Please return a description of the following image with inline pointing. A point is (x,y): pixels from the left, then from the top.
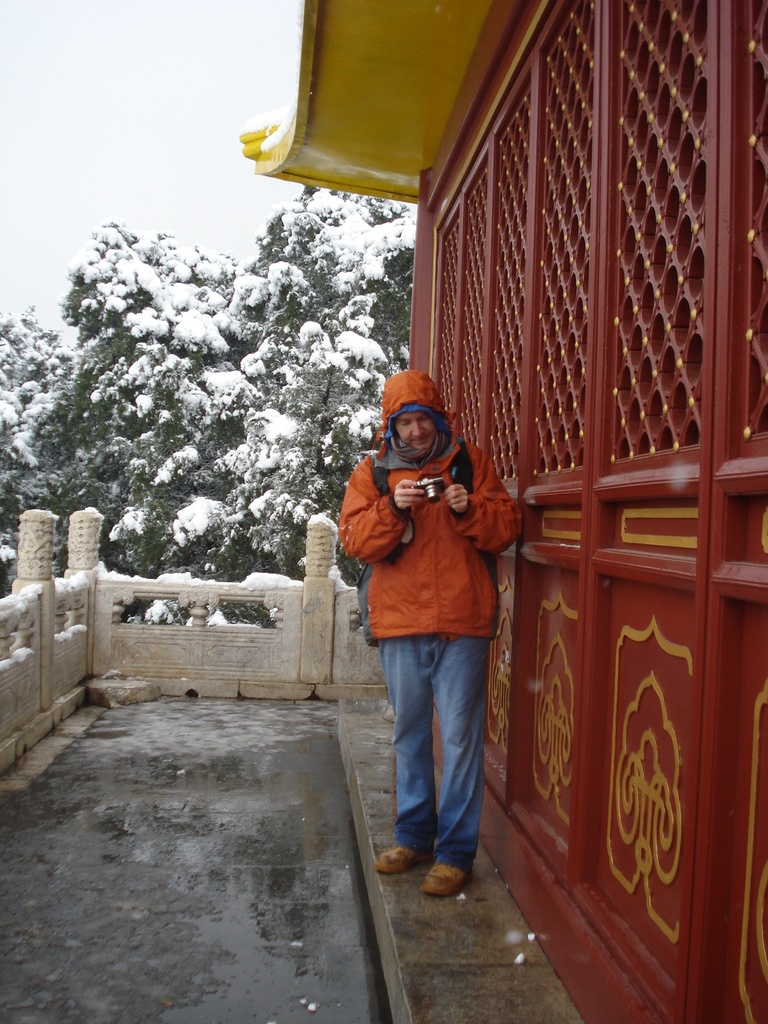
Here in this picture we can see a person (392,514) wearing a jacket (415,566), carrying a bag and holding a camera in his hand (408,501), standing over a place (384,729) and beside him we can see a house (537,473) present and behind him we can see a balcony railing (176,591) present and we can also see trees (238,420), which are fully covered with snow (314,327) and we can see the sky (166,187) is cloudy.
